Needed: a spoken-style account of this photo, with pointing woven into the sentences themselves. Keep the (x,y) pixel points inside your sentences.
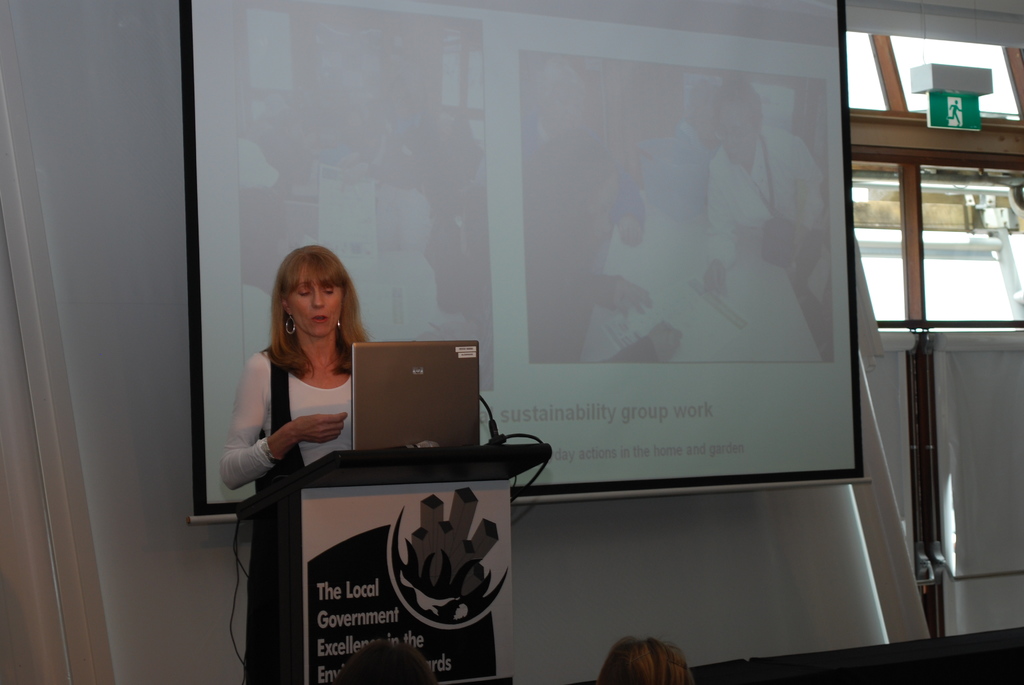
In this image, we can see a laptop (396,432) placed on the podium (362,539) and in the background (413,264), we can see a lady (347,300), screen (751,331), windows (952,309) and at the bottom (402,661), there are some other people (386,670).
